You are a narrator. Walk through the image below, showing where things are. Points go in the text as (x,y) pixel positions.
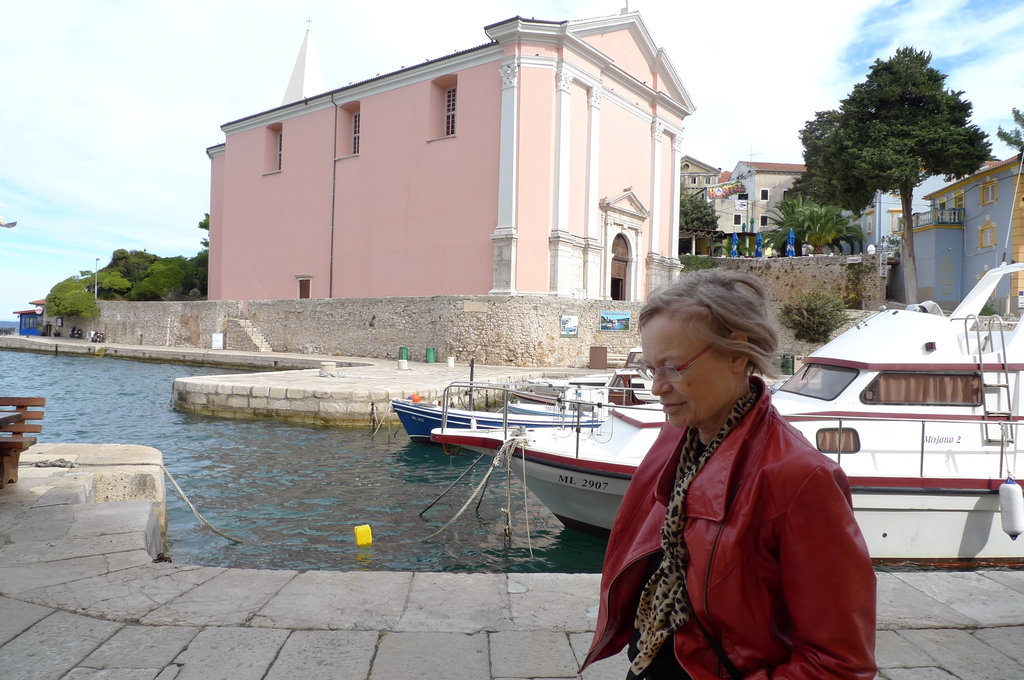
In this picture there is a woman (764,499) who is wearing red jacket (705,582) and spectacle (656,370). She is standing near to the water (586,544). On the right (836,386) there are many boats (657,404) on the water (421,479). In the background (624,284) we can see many buildings (667,265), trees (697,224), flags (790,233) and fencing (830,254). At the top (352,29) we can see sky (478,0) and clouds (441,5). On the left (75,328) we can see some bikes (102,339) which are parked near to the wall (83,318). In the bottom left (16,478) there is a bench (28,437) near to the water (1,433).
